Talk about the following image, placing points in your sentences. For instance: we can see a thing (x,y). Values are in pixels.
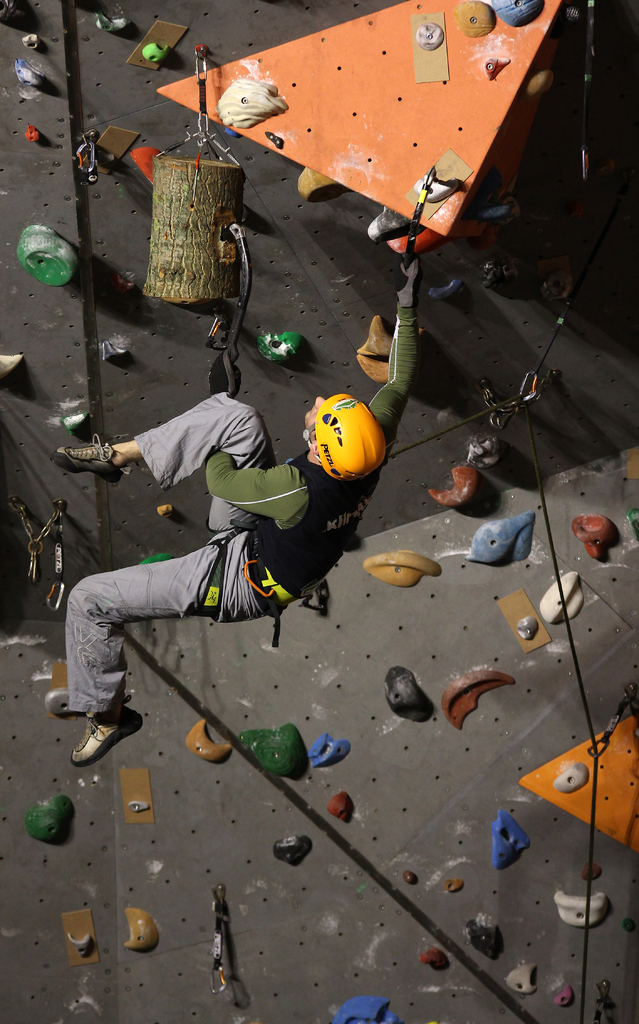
Here I can see a person (253,494) wearing a jacket (295,513), trouser (172,601), helmet (352,467) to the head (313,443) and climbing. This person (296,500) is looking at the upwards.
